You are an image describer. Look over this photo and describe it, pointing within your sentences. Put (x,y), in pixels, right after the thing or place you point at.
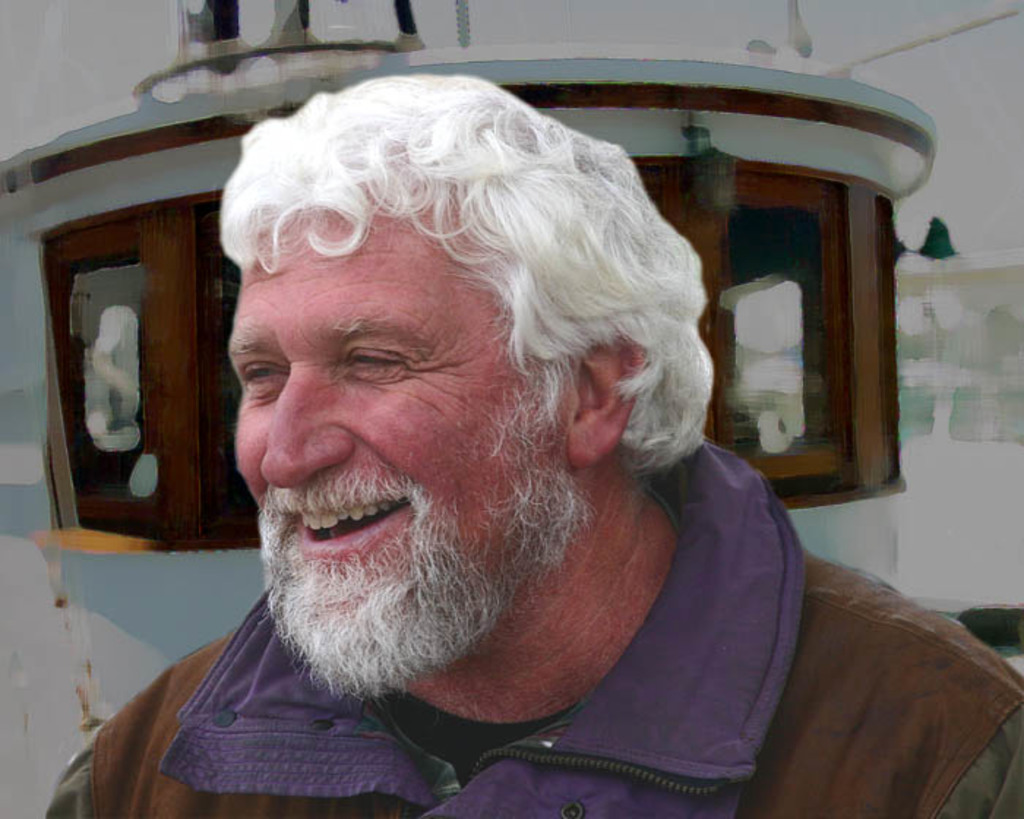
In this picture there is a man (655,330) in the center of the image (581,475), it seems to be a boat (740,91) in the background area of the image (647,85).
